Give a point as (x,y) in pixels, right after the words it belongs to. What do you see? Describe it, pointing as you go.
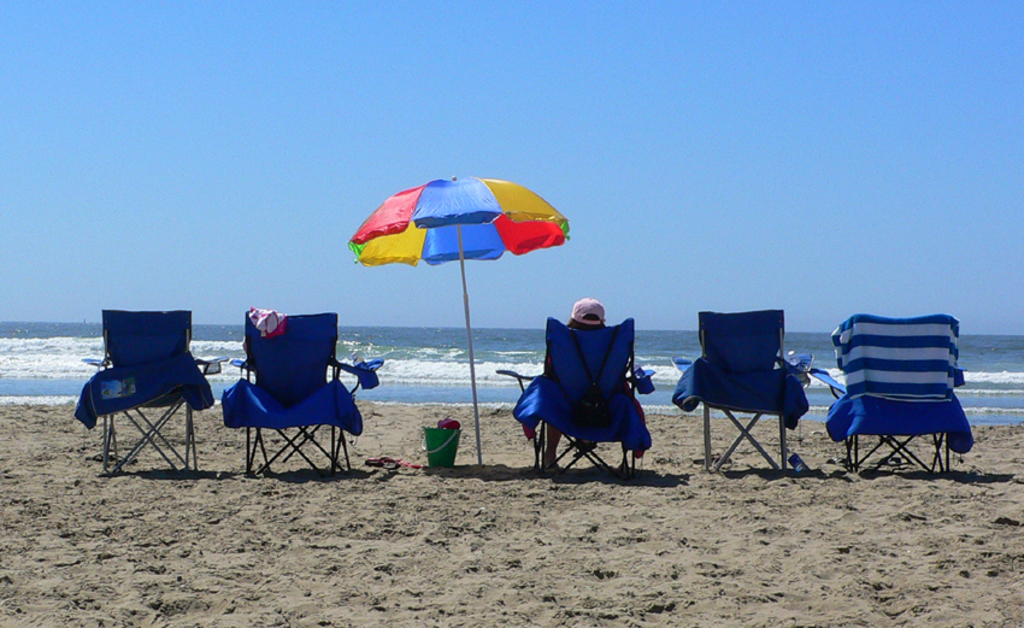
Here we can see five chairs (763,358), umbrella (437,232), and a bucket (436,462) on the sand (564,506). There is a person (554,457) sitting on the chair (610,354). In the background (436,359) we can see water (966,338) and sky (571,171).
